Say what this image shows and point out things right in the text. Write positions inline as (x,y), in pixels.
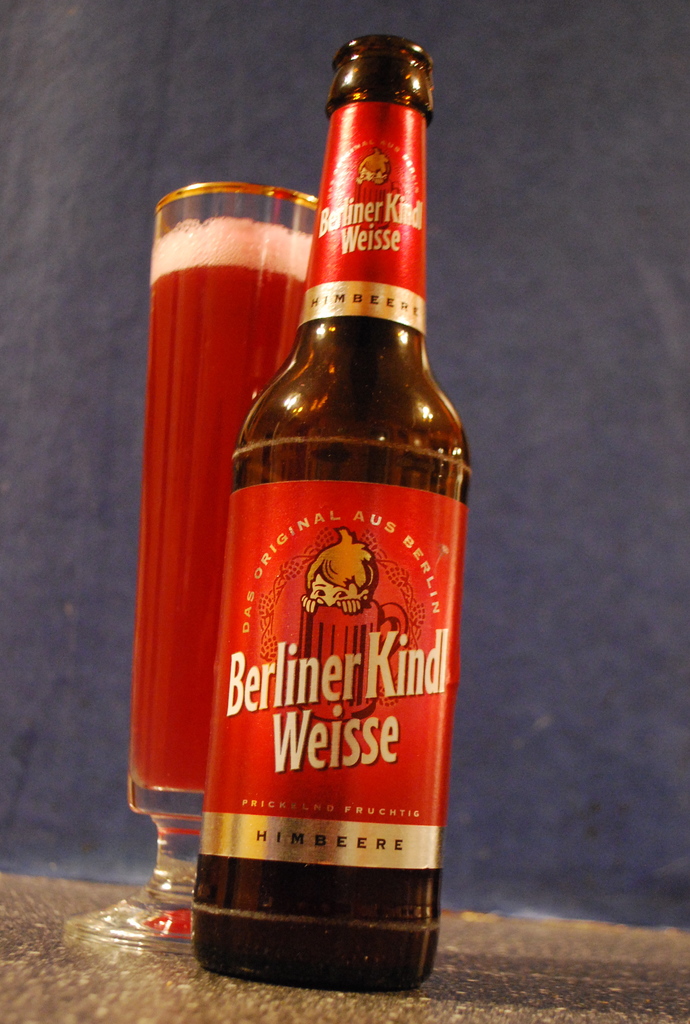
In this picture there is a glass bottle (387,553) and there is a glass of drink (209,509) beside it.
